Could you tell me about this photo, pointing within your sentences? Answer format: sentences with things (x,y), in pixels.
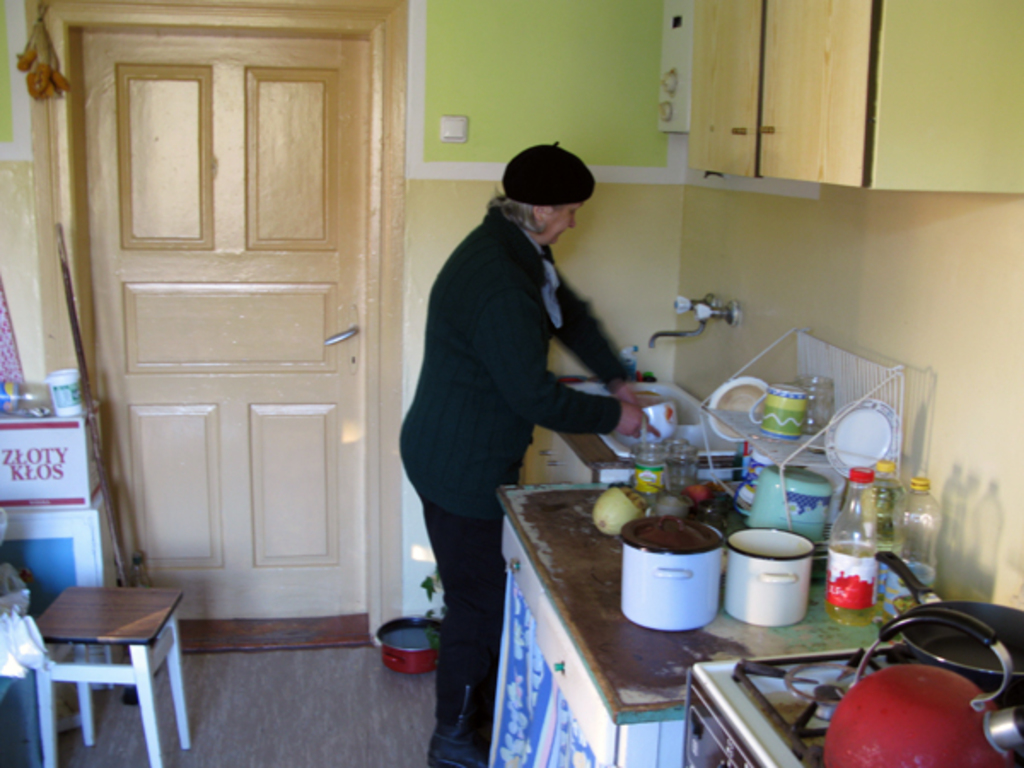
There is a women (510,312) standing at the sink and she is the washing utensils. At the right side of the image (847,520) there are bottles (889,499), bowls (770,602), cups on the table (743,627) and pan (924,652), kettle (924,694) on the stove (804,693) and on the left side of the image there is a stool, box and a cardboard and on the right top side of the image (790,114) there is a cupboard (834,157).
